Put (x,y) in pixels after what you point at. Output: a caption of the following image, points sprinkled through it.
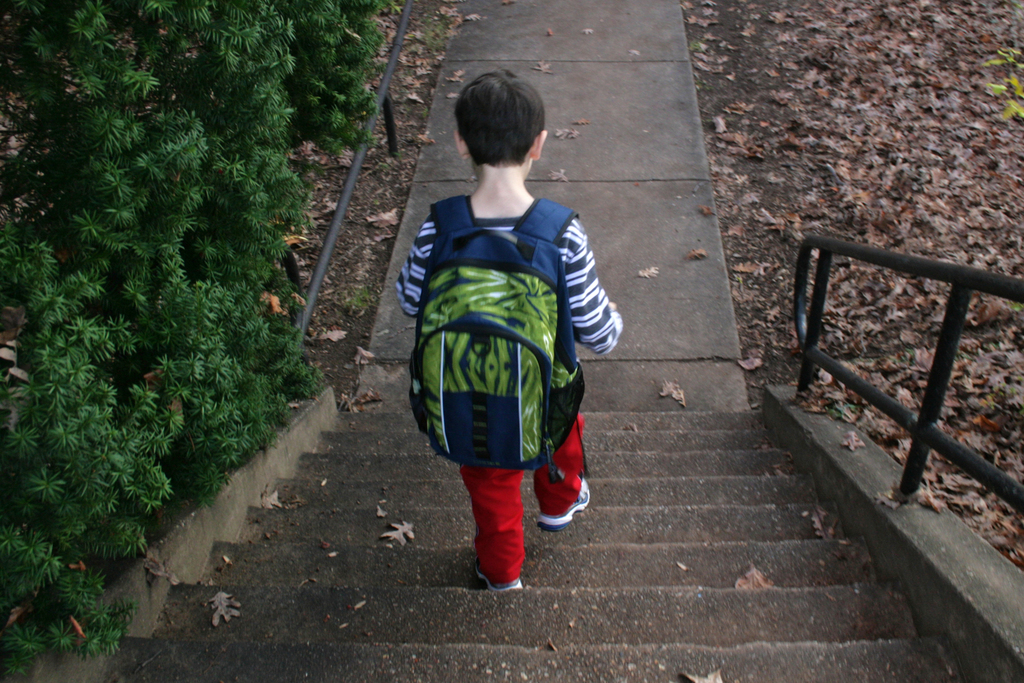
In this image we can see a boy (424,413) walking on the steps (391,616).
